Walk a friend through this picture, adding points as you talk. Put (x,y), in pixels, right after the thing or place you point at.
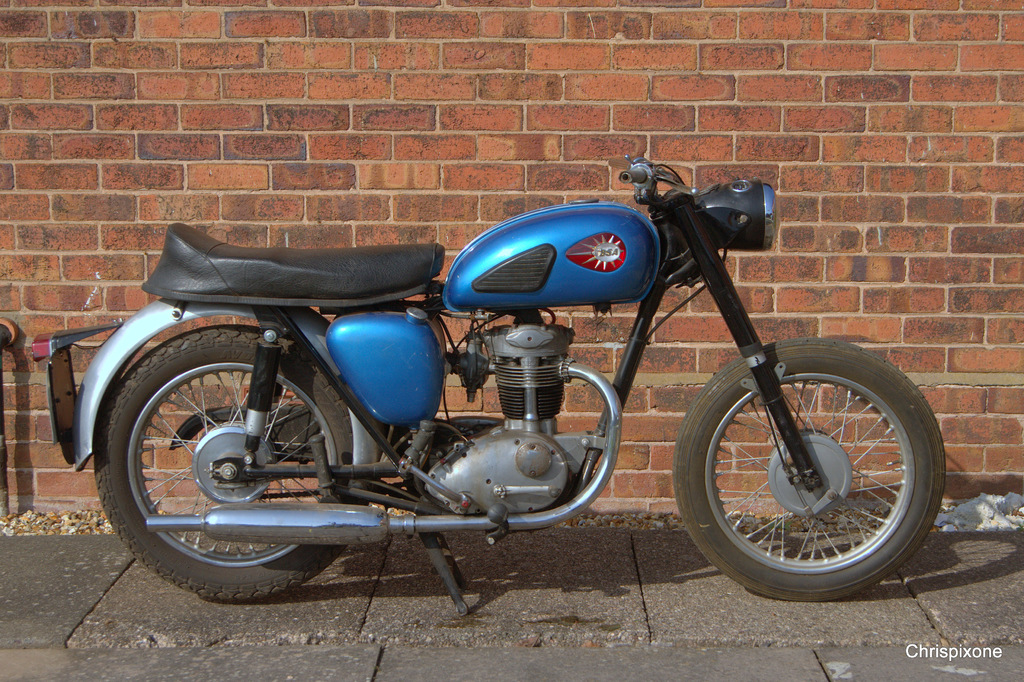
In this image there is a motorcycle (395,419) on the ground (556,590), there is the ground (523,644) truncated towards the bottom of the image (556,636), there is text (936,648) towards the bottom of the image (923,655), there is an object (5,322) truncated towards the left of the image (6,335), there is an object (1002,529) truncated towards the right of the image (1001,517), at the background of the image (505,116) there is the wall (631,108) truncated.
